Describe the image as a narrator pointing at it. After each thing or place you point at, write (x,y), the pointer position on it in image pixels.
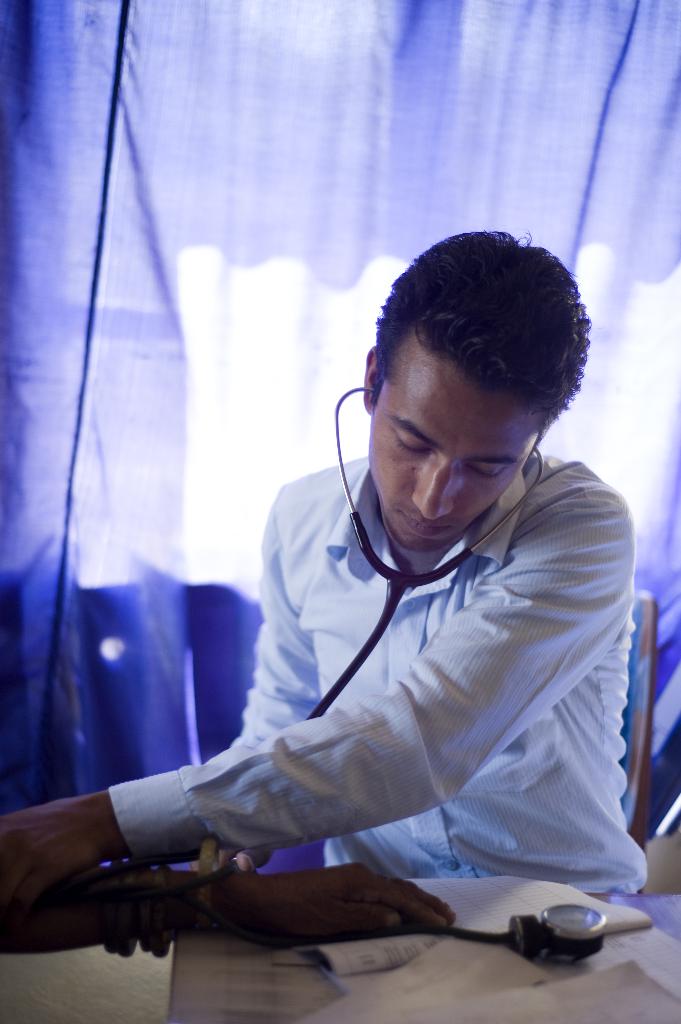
In this image I can see a person (461,702) wearing white colored shirt (437,705) and holding another person's hand (195,889) and a stethoscope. In the background (125,592) I can see a cloth (104,491) which is purple in color.
